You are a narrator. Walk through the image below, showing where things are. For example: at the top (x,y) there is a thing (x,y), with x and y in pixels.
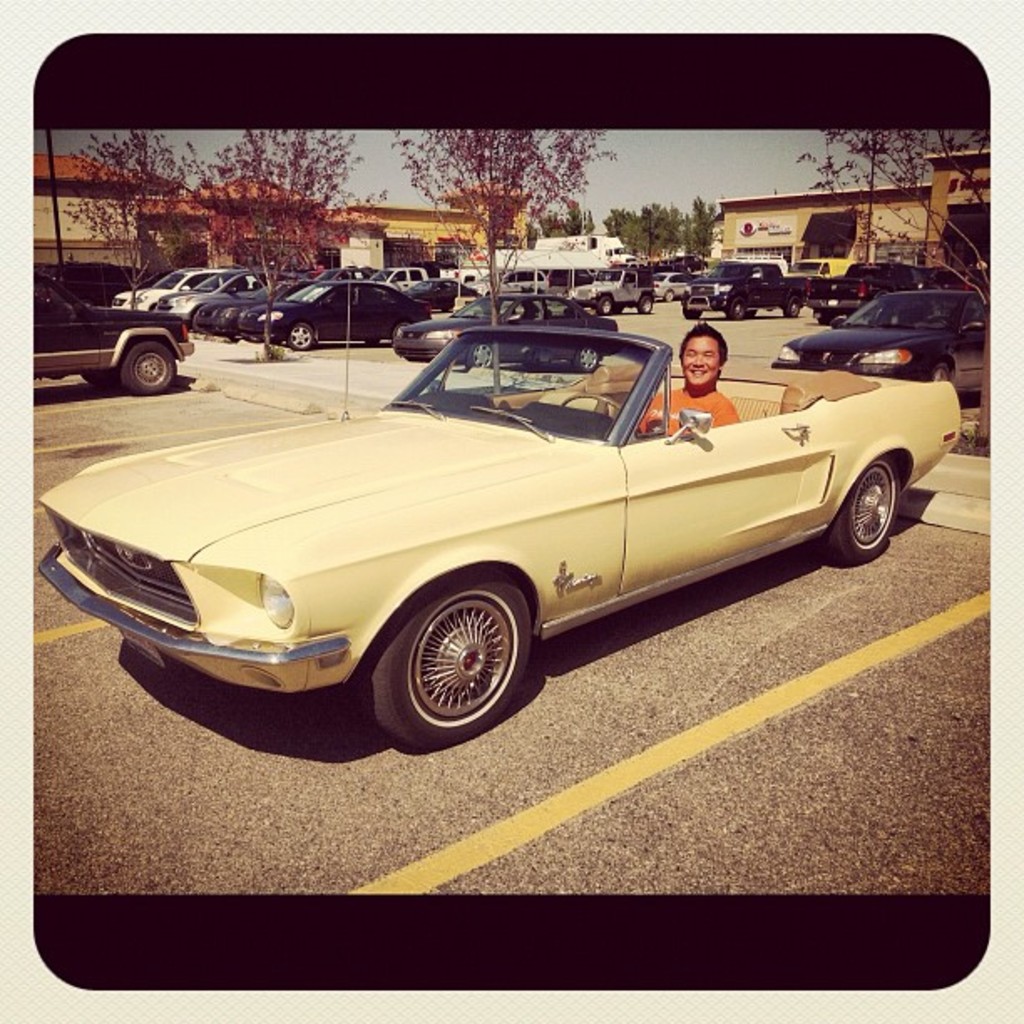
In this picture we can see man (689,376) sitting inside car (596,379) and smiling and in background (730,244) we can see cars (338,323) parked on road (811,325), buildings (505,211), trees (529,166), sky (624,185).
